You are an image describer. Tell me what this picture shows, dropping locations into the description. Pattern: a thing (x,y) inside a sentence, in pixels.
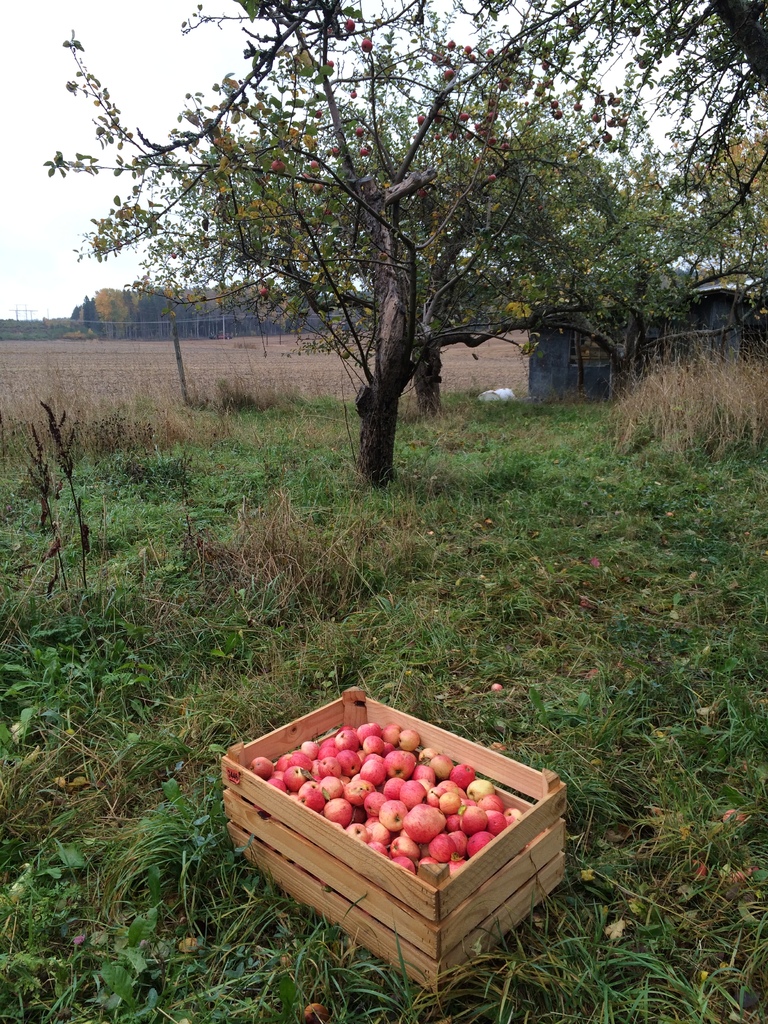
In the foreground of the image (350,707) there is a box (267,802) with fruits (266,768). At the bottom of the image (194,892) there is grass (155,847). In the background of the image (210,180) there are trees (345,302). There is sky (159,81).
